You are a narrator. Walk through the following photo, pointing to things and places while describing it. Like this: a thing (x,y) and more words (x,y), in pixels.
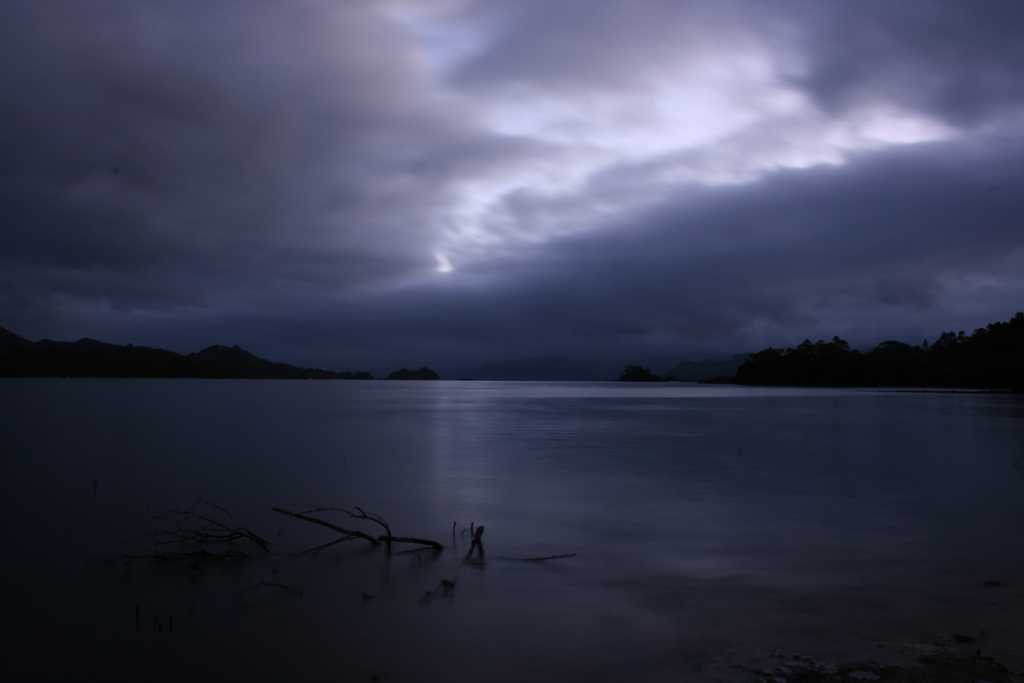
In this image we can see sky (519,217) with clouds (497,238), trees (207,355) and water (398,487).
